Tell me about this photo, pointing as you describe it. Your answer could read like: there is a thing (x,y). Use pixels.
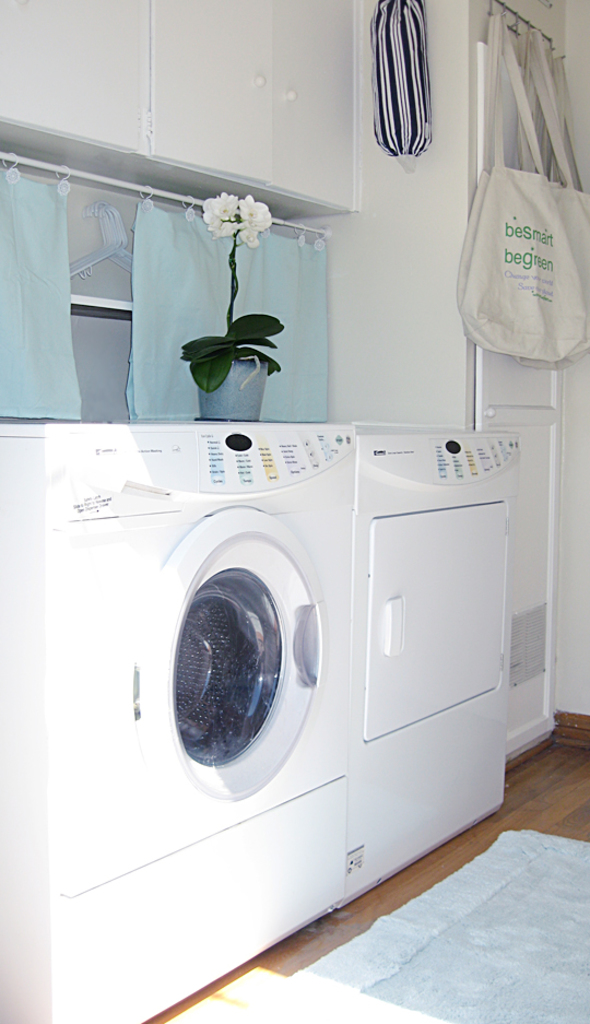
In this image we can see a washing machine (301,789). There are few carry bags (516,246) hanged to a hanger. There is a house plant (204,383) in the image. There is a mat (526,955) on the floor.
